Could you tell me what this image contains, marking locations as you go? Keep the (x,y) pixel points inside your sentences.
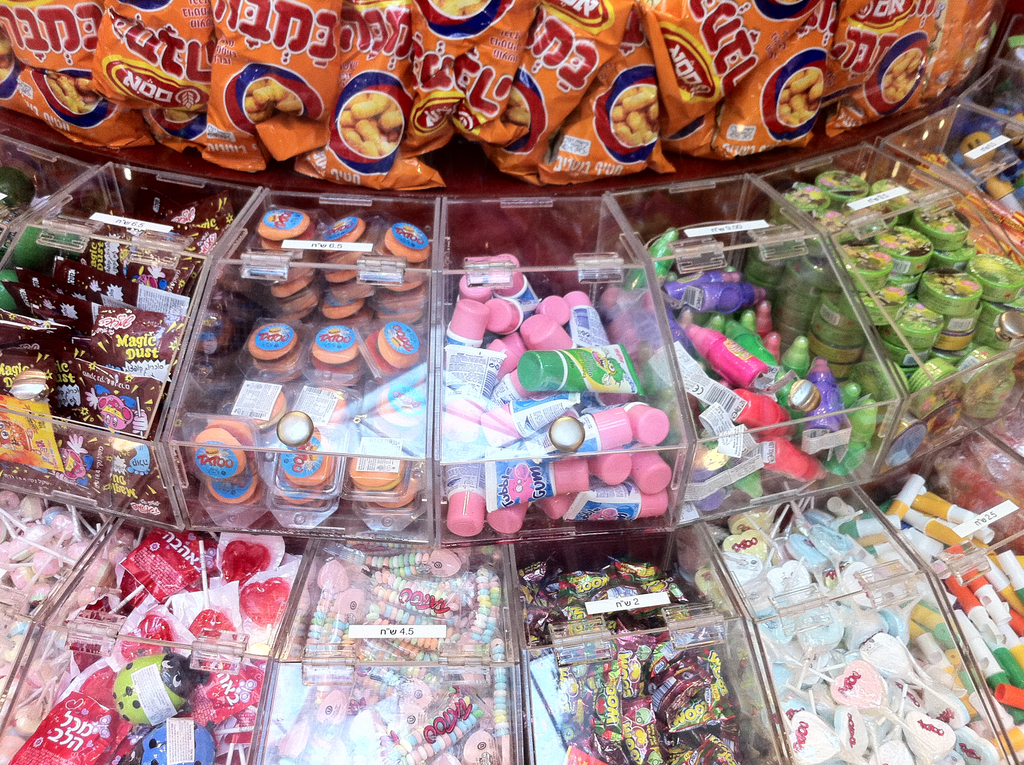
In this picture we can see confectionery (899,340) are present in boxes (630,330). At the top of the image (341,71) there is a chips (335,73).
